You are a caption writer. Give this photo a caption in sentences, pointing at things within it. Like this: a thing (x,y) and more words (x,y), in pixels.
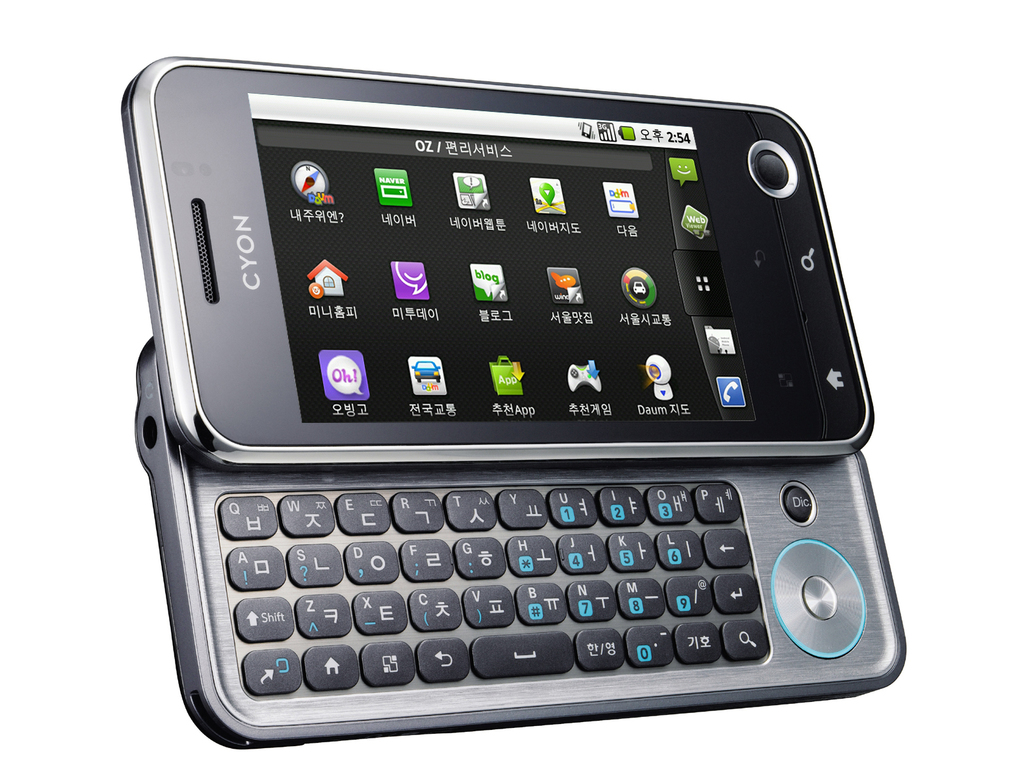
In the middle of the image (668,348) we can see a mobile (237,544). In the background of the image (881,260) it is in white color.
